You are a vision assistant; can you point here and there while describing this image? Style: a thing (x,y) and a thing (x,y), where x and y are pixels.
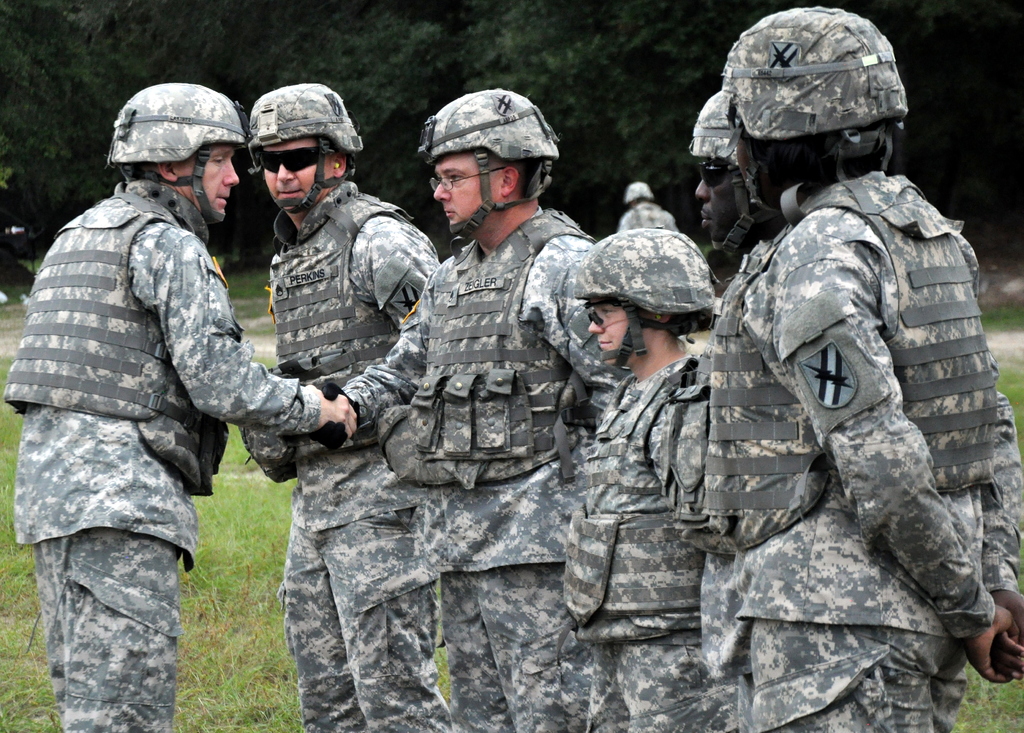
In the picture we can see six army people (823,531) are standing on the grass surface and one army man (127,271) is shaking hand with another army man (484,516) and they are in uniforms (489,531) and helmets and behind them we can see one person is walking and in the background (431,64) we can see full of trees (449,11).
